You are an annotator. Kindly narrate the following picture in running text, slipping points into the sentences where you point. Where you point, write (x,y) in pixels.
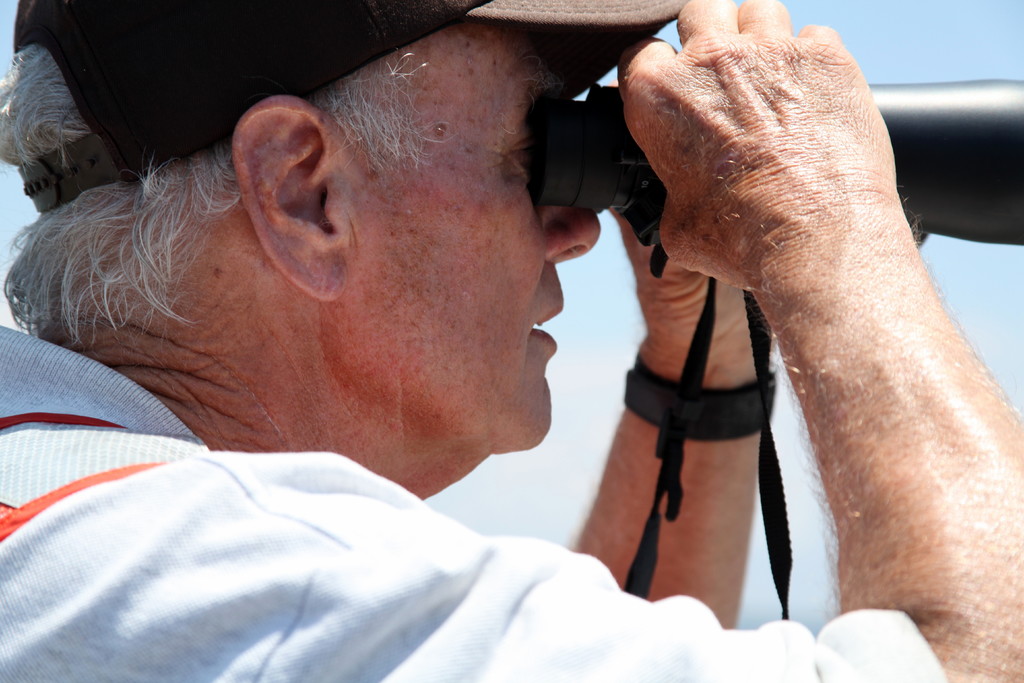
In the foreground of this picture (211,291), there is a man (289,464) in white T shirt (306,536) holding a binoculars telescope (984,158) in his hand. In the background (897,37), there is the sky (889,46).
